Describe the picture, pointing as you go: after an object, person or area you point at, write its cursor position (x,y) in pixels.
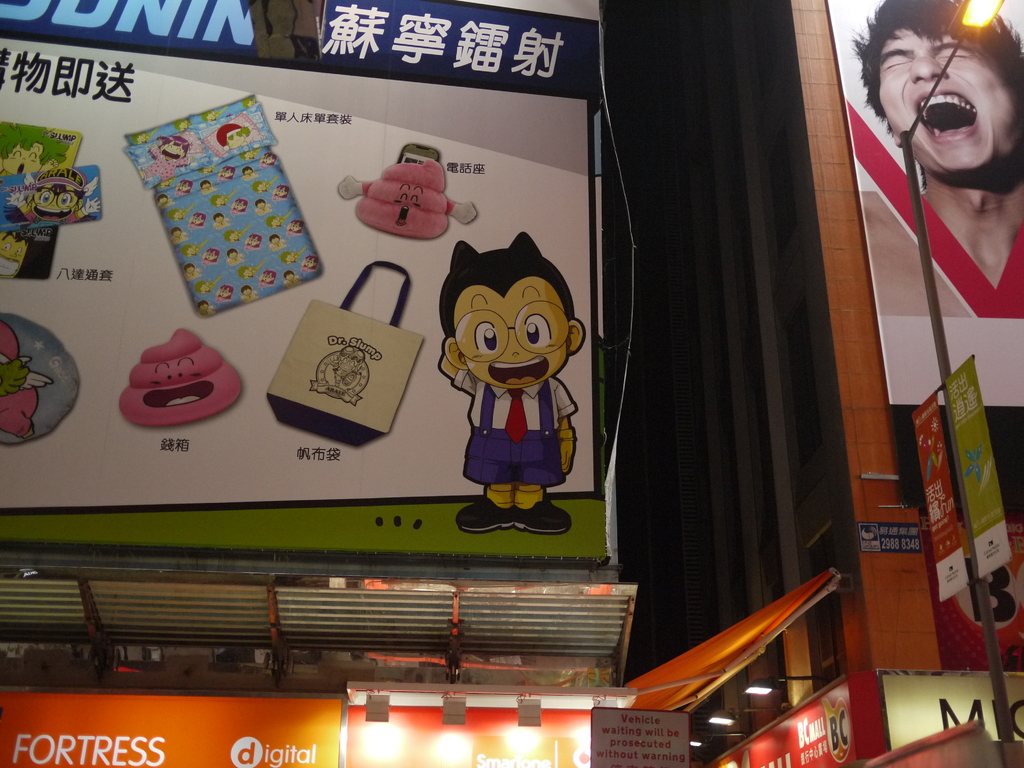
This picture is clicked outside. In the foreground (183,726) we can see the text (518,753) on the boards (114,721) attached to the buildings (240,602) and we can see the lights (991,4) and the pictures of some toys (169,421) and a picture (492,392) of a cartoon (524,286) and a picture (917,93) of a person (934,136) on the posters (908,291) attached to the buildings (830,102) and we can see some other objects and the text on the posters (410,153).
